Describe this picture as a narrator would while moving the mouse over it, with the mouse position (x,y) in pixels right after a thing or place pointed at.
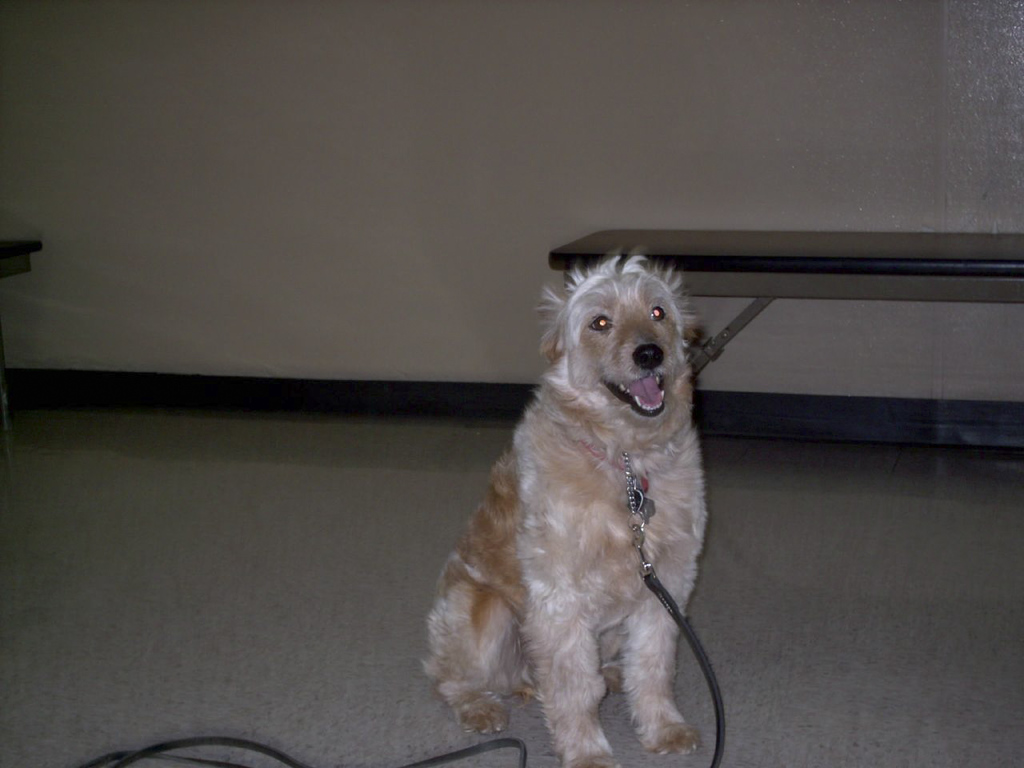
In the picture I can see a dog (609,582) which has a belt (690,633) tightened to it and there is a bench (841,248) in the right corner (825,277).
